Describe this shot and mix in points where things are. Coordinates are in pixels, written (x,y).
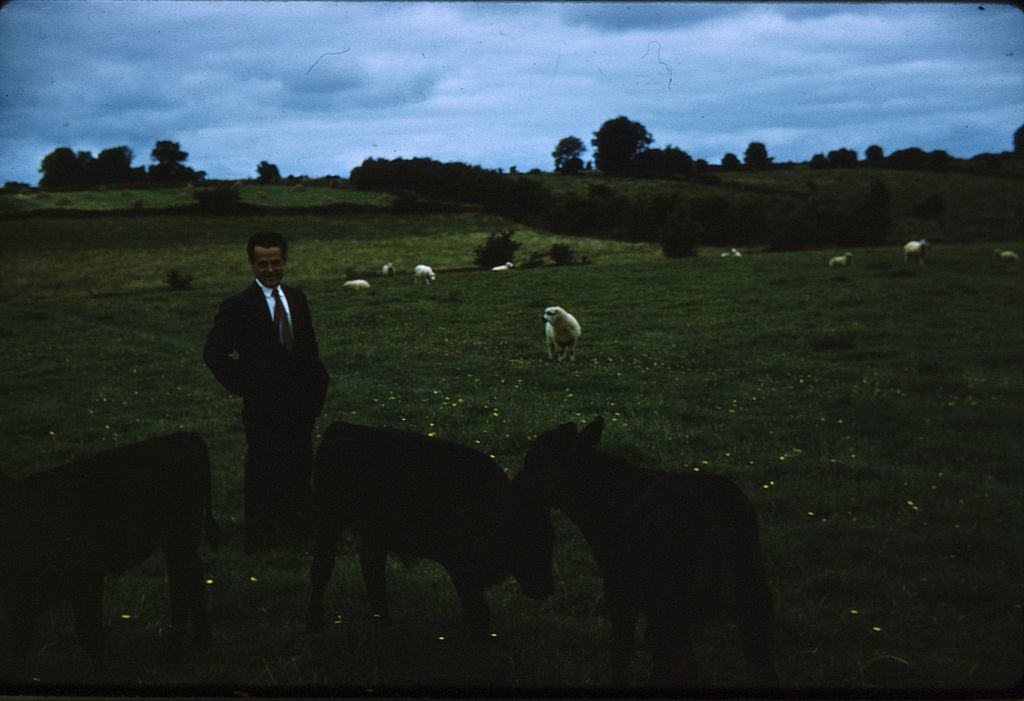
In this image there is the sky (375,66) towards the top of the image (624,75), there are clouds (517,85) in the sky (690,84), there are trees (676,177), there are plants (510,246), there is grass (608,242), there are animals (591,513) on the grass (238,270), there is a man (259,355) standing.
